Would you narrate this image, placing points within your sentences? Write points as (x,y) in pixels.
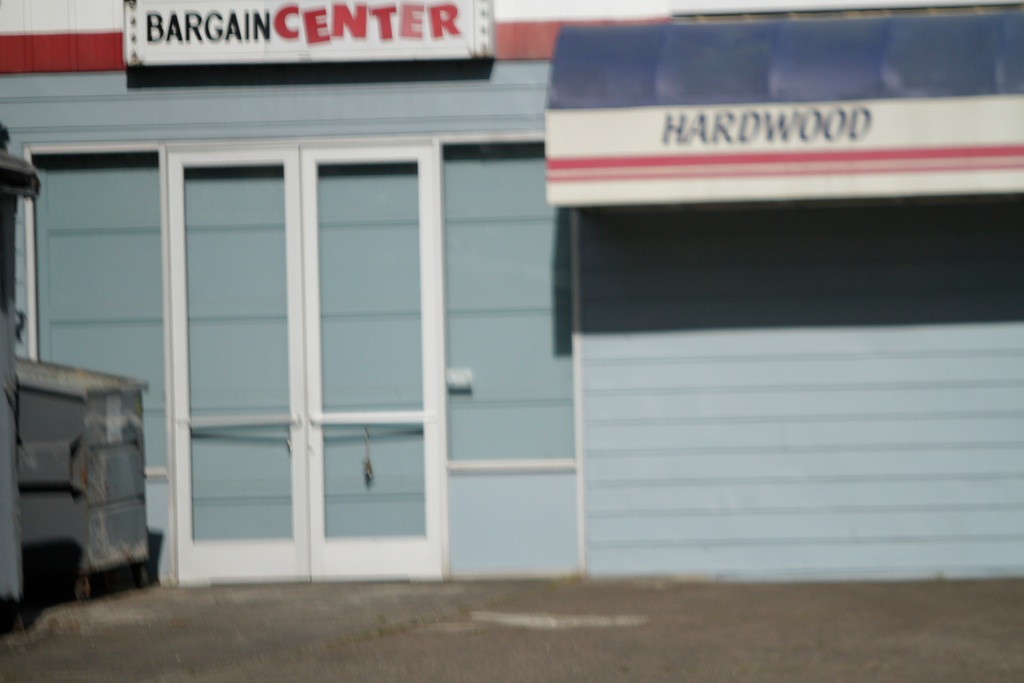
In this image there is a building (309,252), a board (335,59) and a banner (595,159) with some text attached to the building (660,239), there is a door (384,447) and few objects (132,433) near the door (360,402).
